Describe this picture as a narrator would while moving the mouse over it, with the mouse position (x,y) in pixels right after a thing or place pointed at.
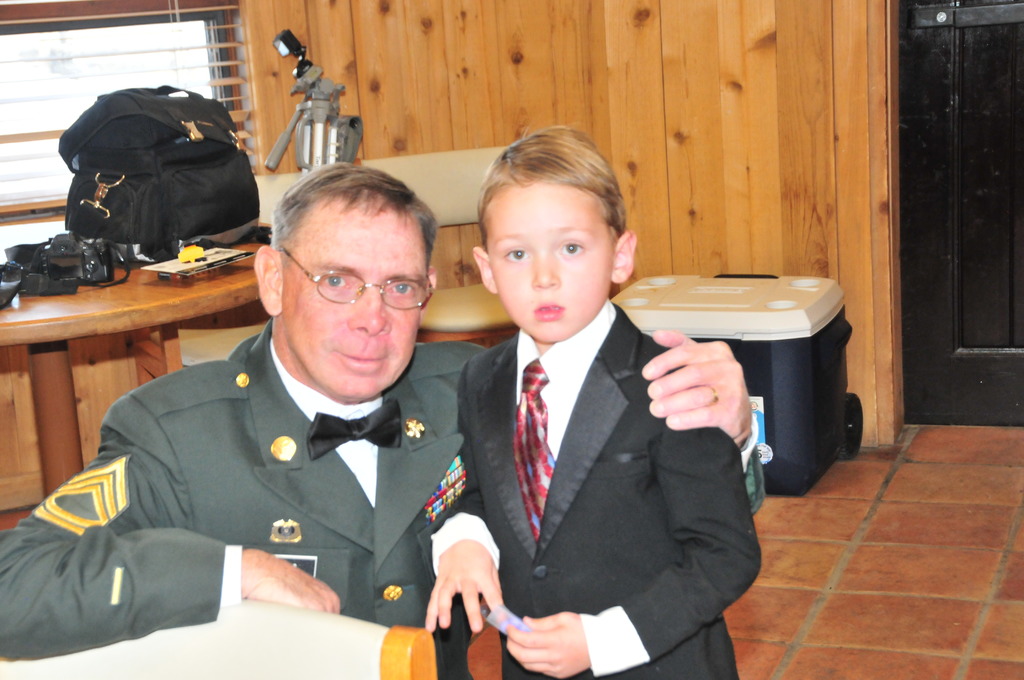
In this picture a man (274,421) who is dressed in a green coat (394,511) is holding a kid (500,347). In the background (785,322) we observe a black box (768,321), sofa (438,300) and black luggage (184,174) kept on the table (197,295). There is also a door (968,158) to the right of the image (984,159).
